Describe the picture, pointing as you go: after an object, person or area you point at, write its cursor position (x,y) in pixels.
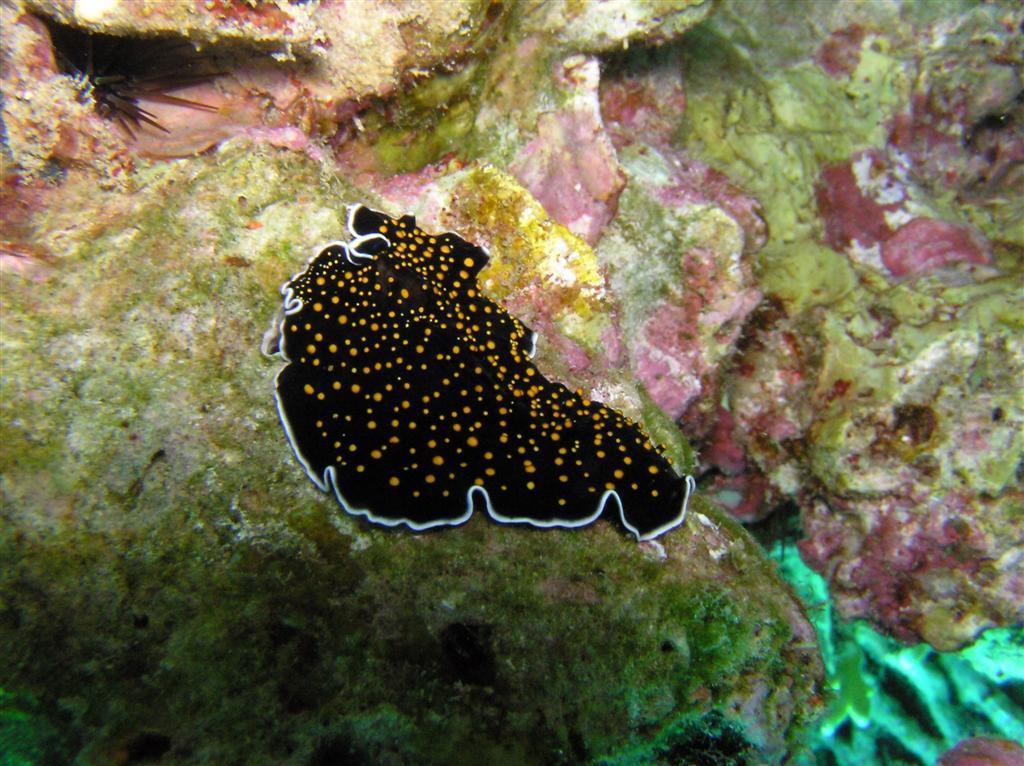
In this image I can see a color stone (680,108) and I can see a flatworm (374,220) visible on the stone (156,552).
